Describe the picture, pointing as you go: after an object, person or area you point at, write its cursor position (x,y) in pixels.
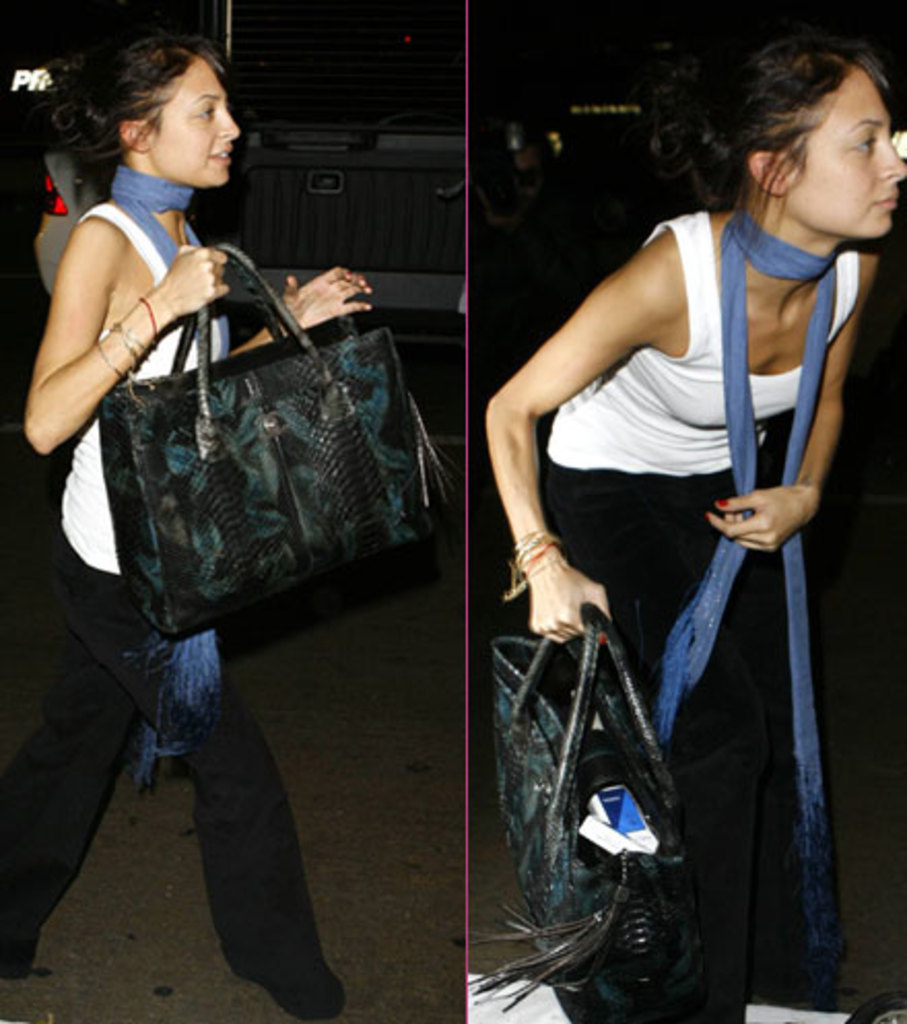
In the picture we can find a woman (39,855) walking with the hand bag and in the second picture woman (853,183) bending with hand bag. She is wearing a white top (694,402) and black jeans (104,752). In the background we can find car back headlight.
